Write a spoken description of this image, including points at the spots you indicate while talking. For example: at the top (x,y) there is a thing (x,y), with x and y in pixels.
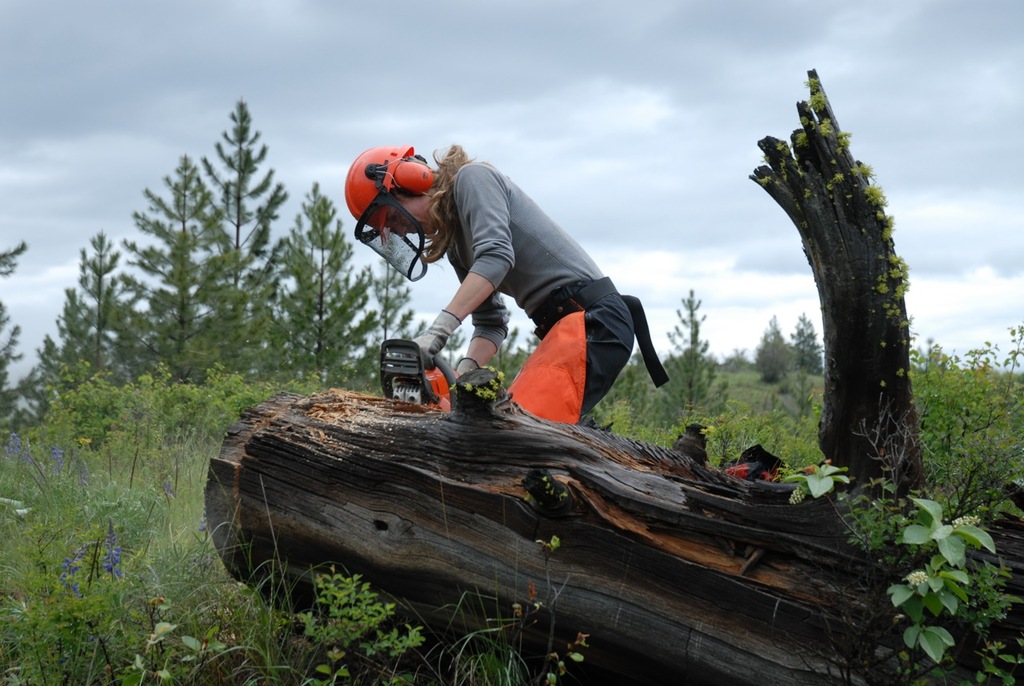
In this picture we can see a person (436,336) wearing a helmet (410,242) and holding a machine (428,378) in her hand (436,352). This machine (446,377) is kept on a wooden object (428,443). We can see some grass (57,553) and plants (61,614) on the ground (124,594). There are a few trees (691,348) visible in the background (38,365). Sky (921,345) is cloudy.
